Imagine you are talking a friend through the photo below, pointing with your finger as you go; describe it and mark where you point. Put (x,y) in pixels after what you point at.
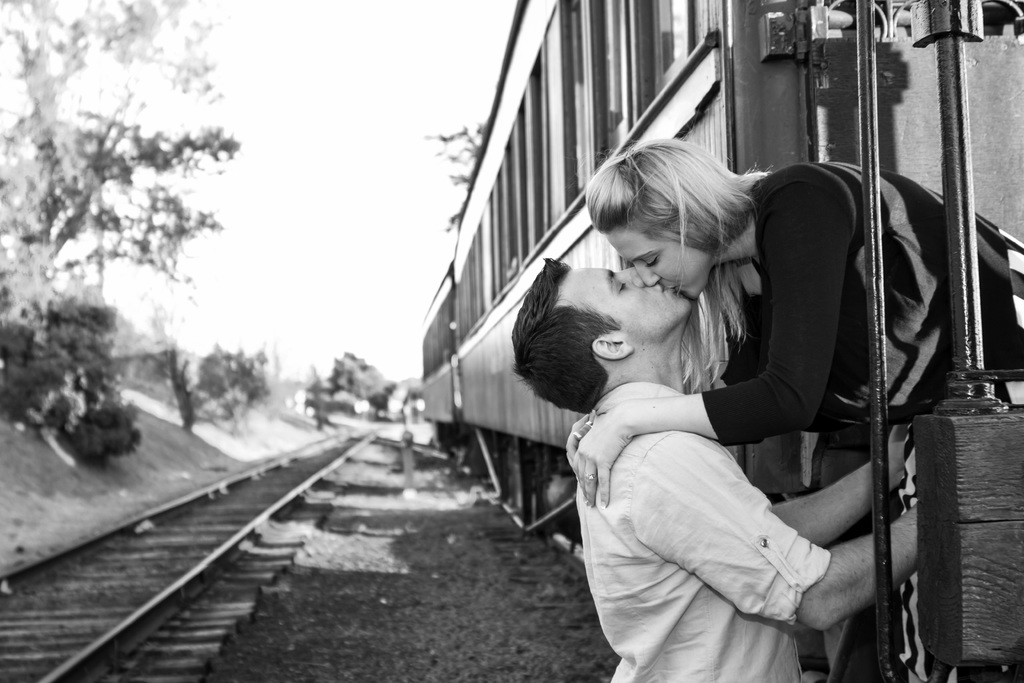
In this picture there is a girl (640,204) and a boy (552,268) on the right side of the image (843,321), they are kissing and there are trees (189,381) on the left side of the image (241,371).
